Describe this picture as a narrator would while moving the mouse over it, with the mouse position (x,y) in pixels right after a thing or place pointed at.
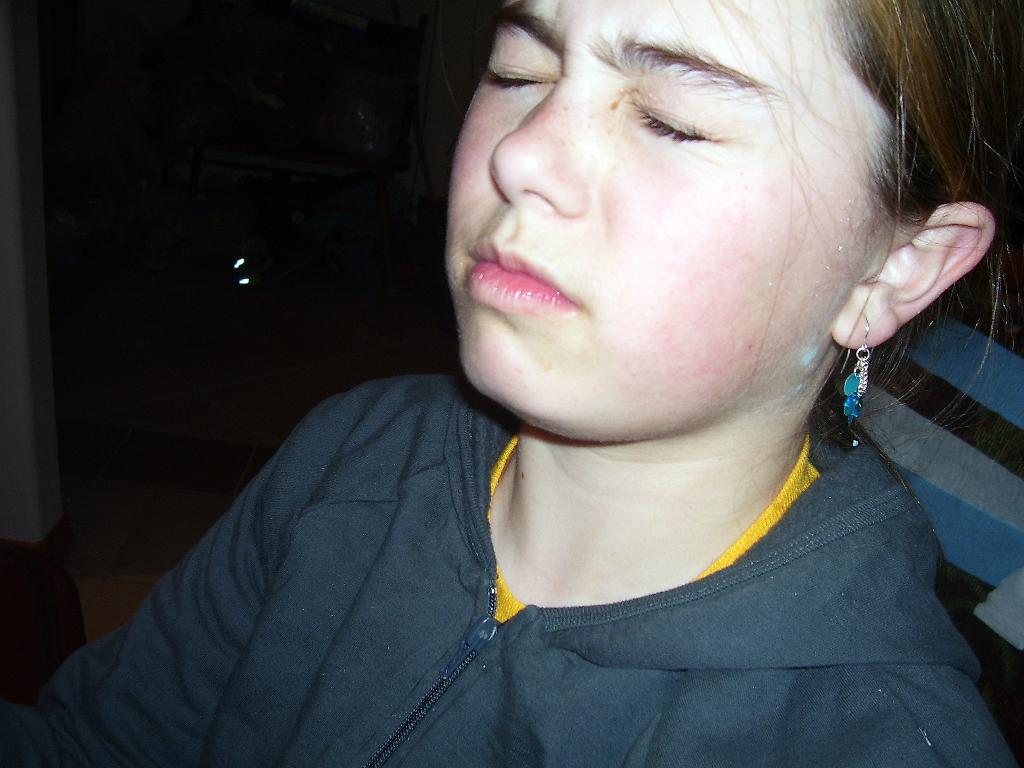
This image consists of a girl (476,624) wearing a black jacket (672,691). On the left (13,285), it looks like a wall (33,382). The background (179,419) is too dark. And she is closing her eyes (658,121).
